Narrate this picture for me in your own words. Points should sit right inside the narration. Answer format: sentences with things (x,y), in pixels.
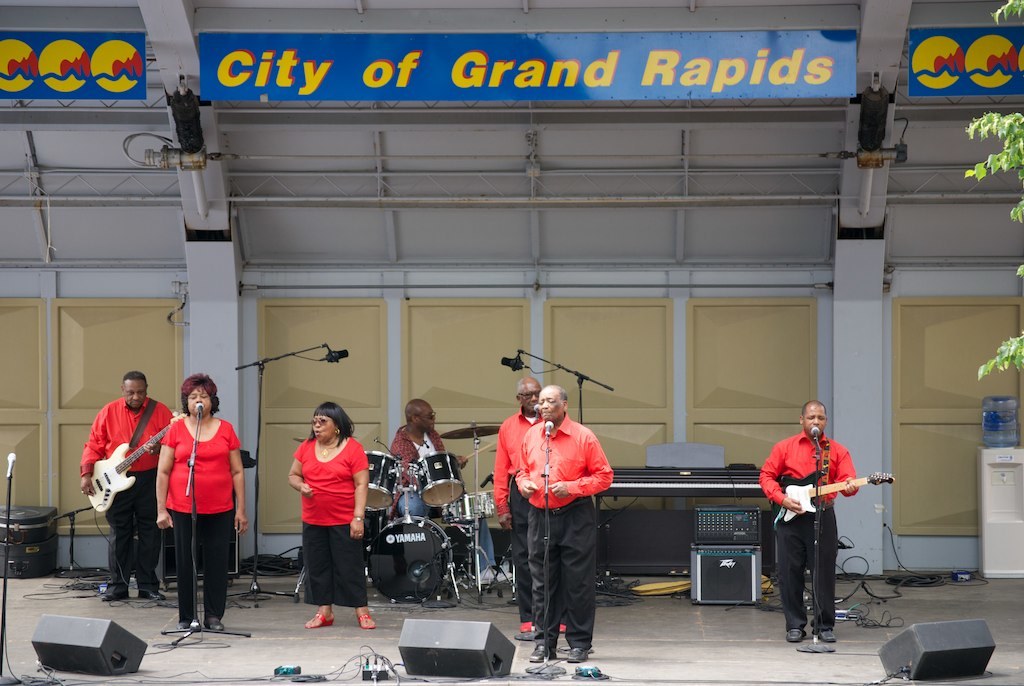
In this image I can see number of people (573,480) are standing and I can see two of them are holding guitars (162,433). I can also see most of them are wearing red dress (584,449). Here I can see few mics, few black colour things (62,627) and in the background (472,527) I can see a drum set (450,515). I can also see a tree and I can see something is written on this blue board (712,47). I can also see a water can (996,415) over there.
